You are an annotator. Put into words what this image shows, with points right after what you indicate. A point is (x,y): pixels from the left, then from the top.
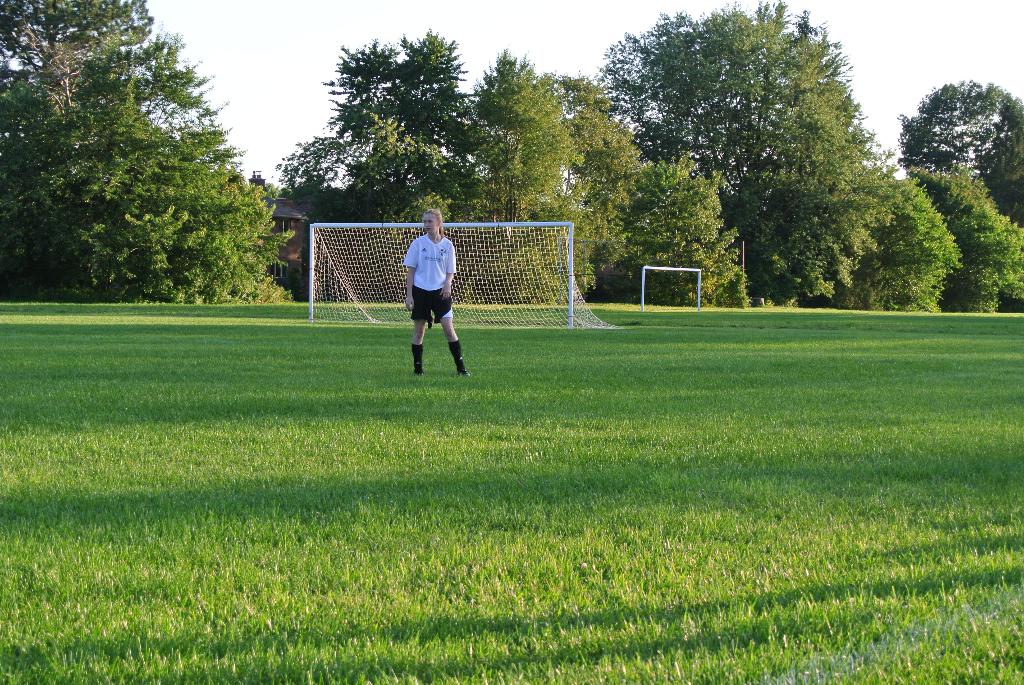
This is a playing ground (357,538). Here I can see the green color grass (442,591). In the middle of this image (430,277) there is a woman (430,296) wearing white color t-shirt (421,276), short (418,299) and standing by looking at the left side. At the back of her there is a net (359,258). In the background (461,171) I can see the trees (129,233) and a house (278,228). On the top of the image (272,169) I can see the sky (270,64).
